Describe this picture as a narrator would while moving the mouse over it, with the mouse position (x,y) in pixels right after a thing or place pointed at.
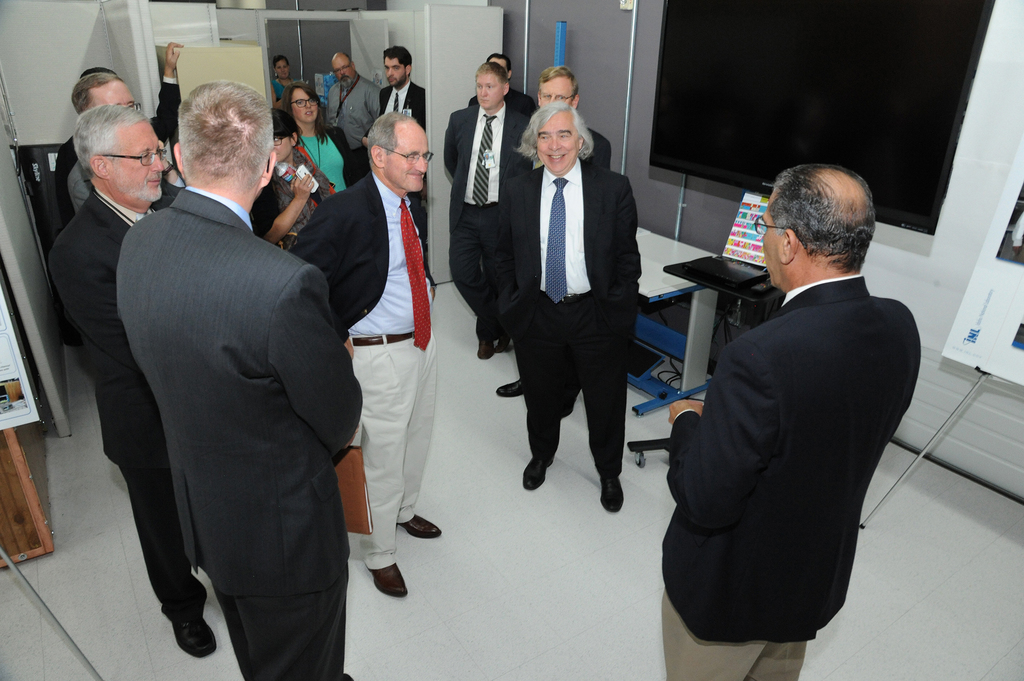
In this image, we can see a group of people (609,346) standing and wearing clothes (360,114). There is a table (692,362) in the middle of the image (649,410). There is a screen (908,46) in the top right of the image (907,190).
